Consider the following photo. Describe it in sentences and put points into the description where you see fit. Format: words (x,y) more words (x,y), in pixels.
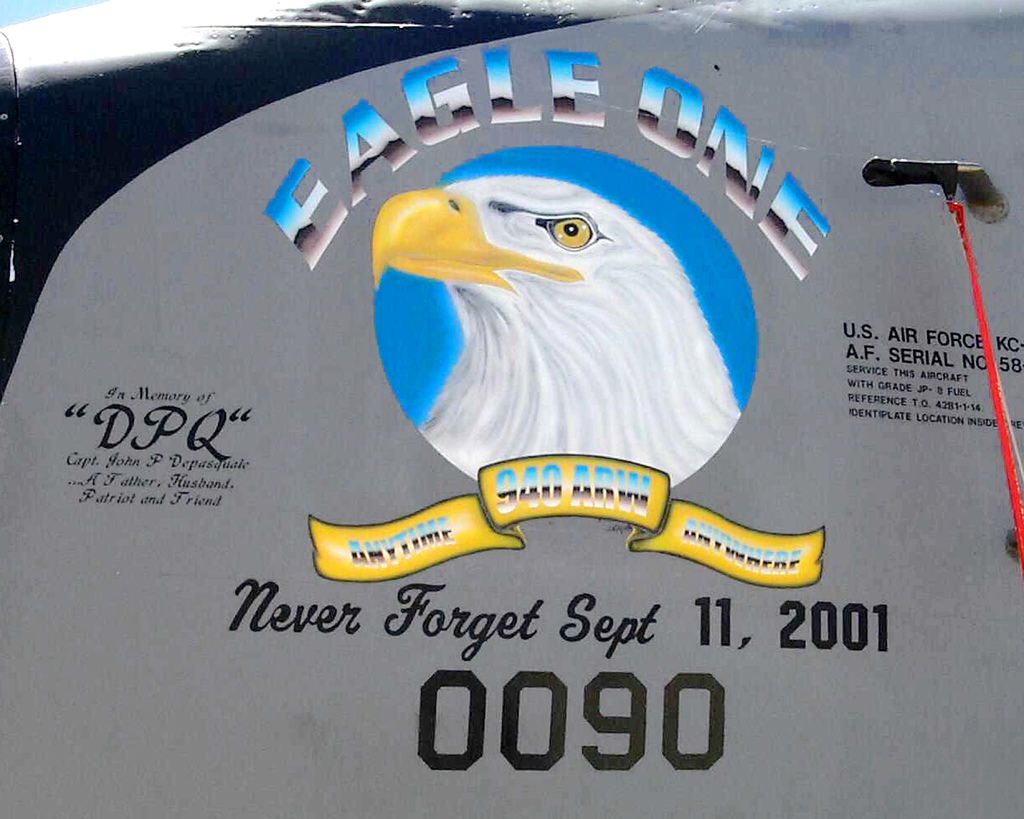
In the center of the image (464,412) there is a board (802,637) and we can see text (502,624) on the board (553,499). In the center (446,393) there is an emblem (633,434).
